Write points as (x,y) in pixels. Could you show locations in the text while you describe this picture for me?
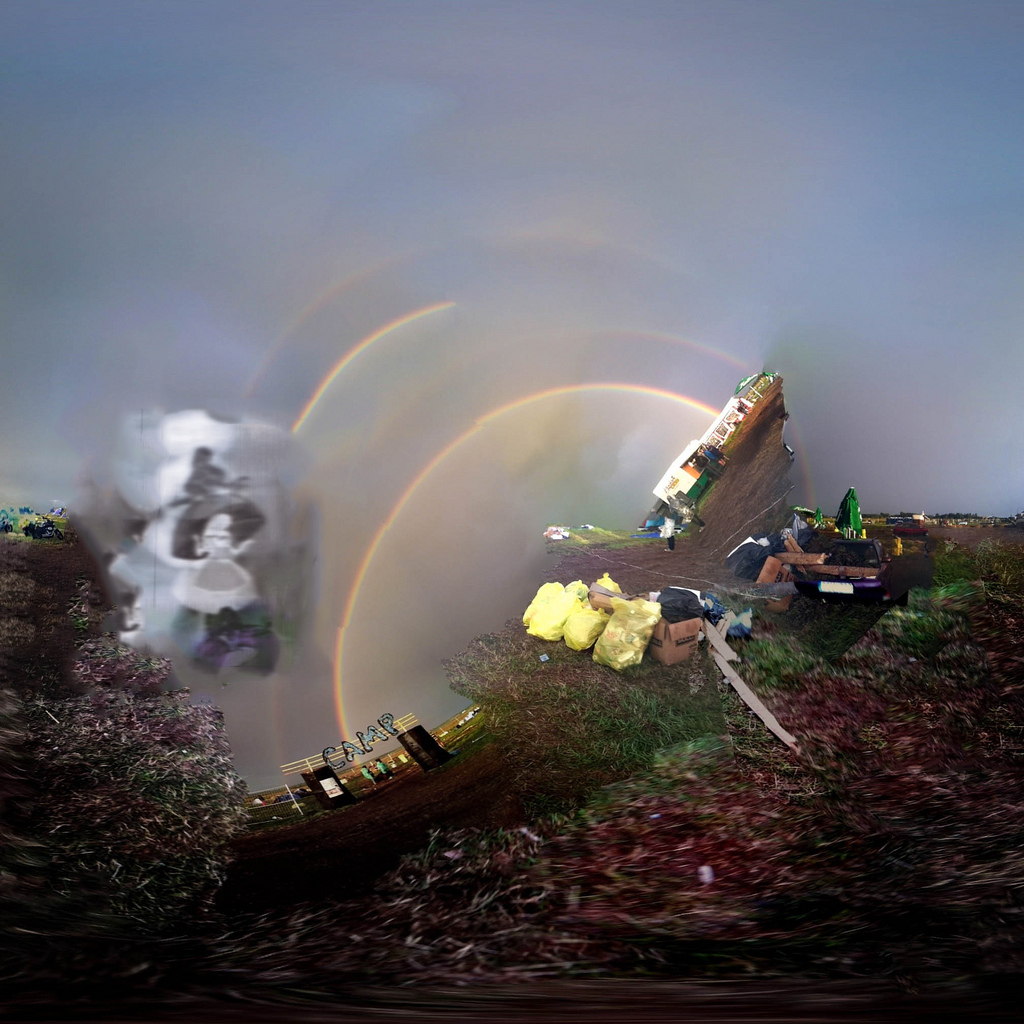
It is an edited image, there are images of a rainbow (341,701), a camp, some plants (994,550) and grass (869,634) and other materials (668,604).
